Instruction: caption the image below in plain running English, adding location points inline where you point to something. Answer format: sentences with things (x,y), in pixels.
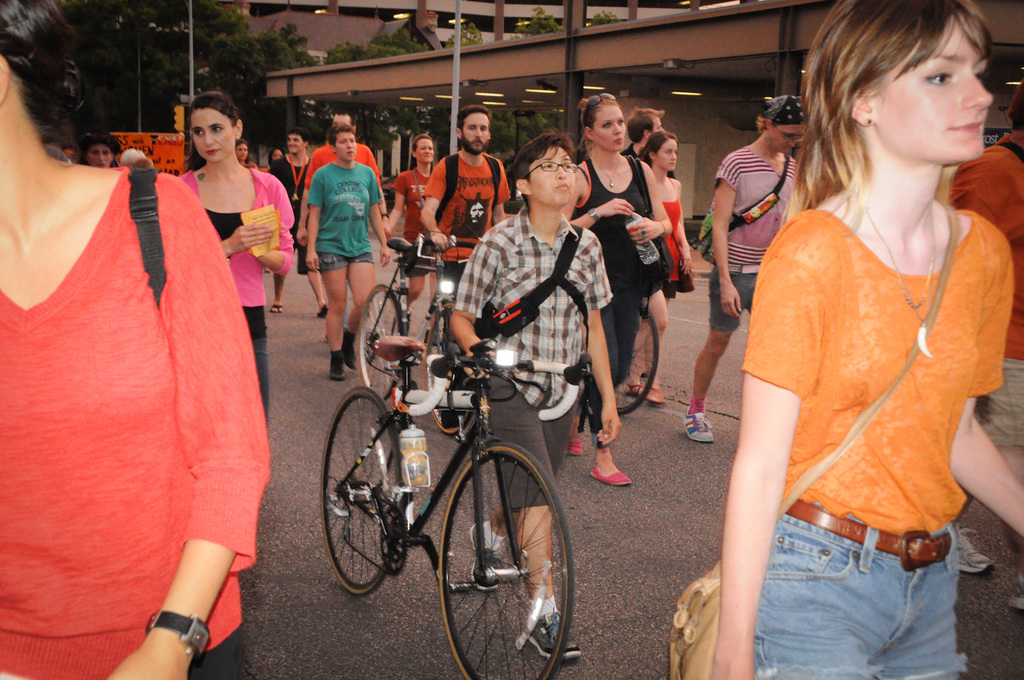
There are group of people (216,191) walking and two persons (481,248) are holding bicycles (464,406). I can see a water bottle (422,434) attached to the bicycle (407,506). At background (156,23) I can see trees (163,59) and this looks like a building (424,27). This is the pole (456,81). I think this is the kind of banner (163,157).
